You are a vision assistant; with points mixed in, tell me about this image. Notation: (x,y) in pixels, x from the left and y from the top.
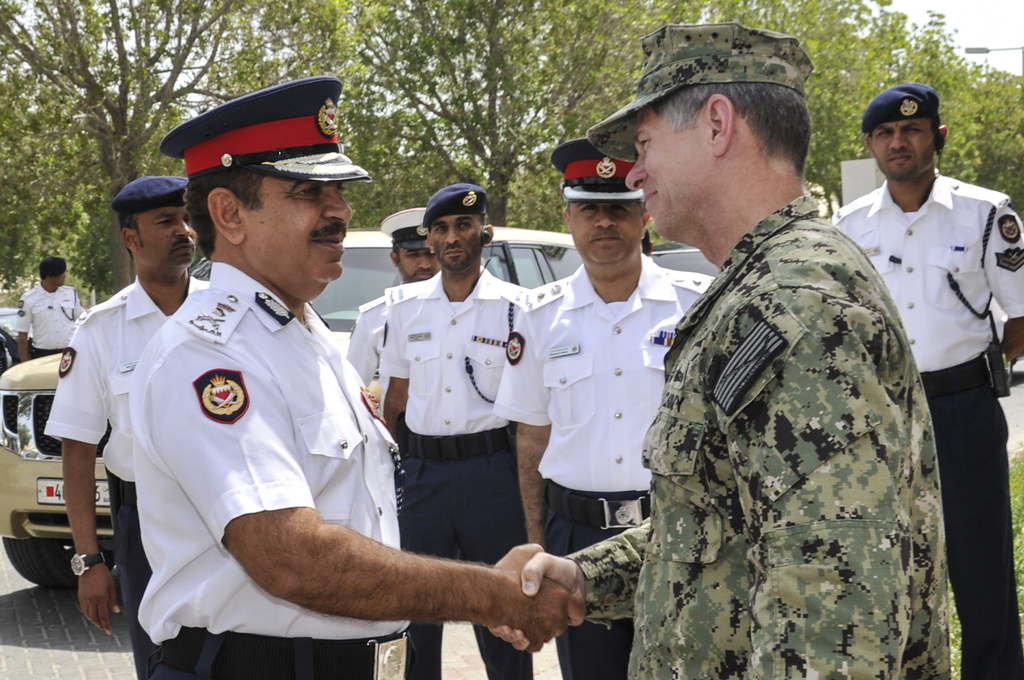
In the front of the image (782,350) there are people (816,291), grass (1014,462), vehicles (377,259), light pole (1022,58) and board (877,185). Among them two people (292,289) are giving each-other a handshake. People (719,439) wore caps (421,240). In the background of the image (11,220) there are trees (984,144) and sky (981,36).
